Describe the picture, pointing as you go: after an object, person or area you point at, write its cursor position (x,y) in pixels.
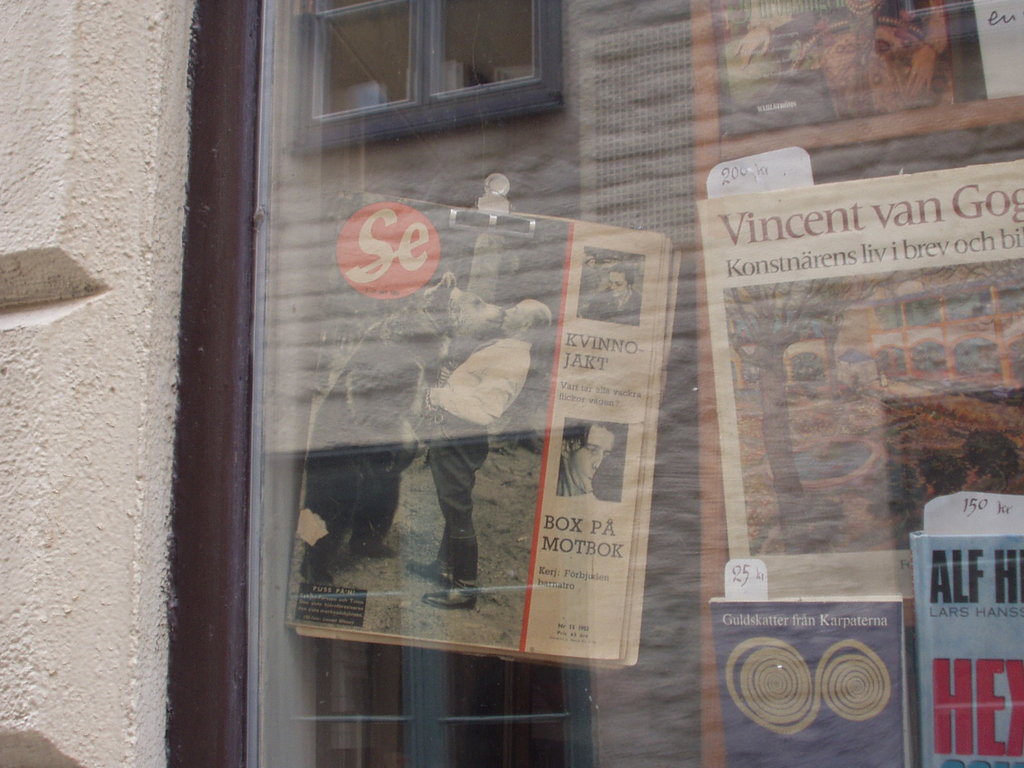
In this picture I can see glass (642,188), papers (424,222) with a clip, there are books (790,268) and some other items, and there is a reflection (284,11) of a window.
